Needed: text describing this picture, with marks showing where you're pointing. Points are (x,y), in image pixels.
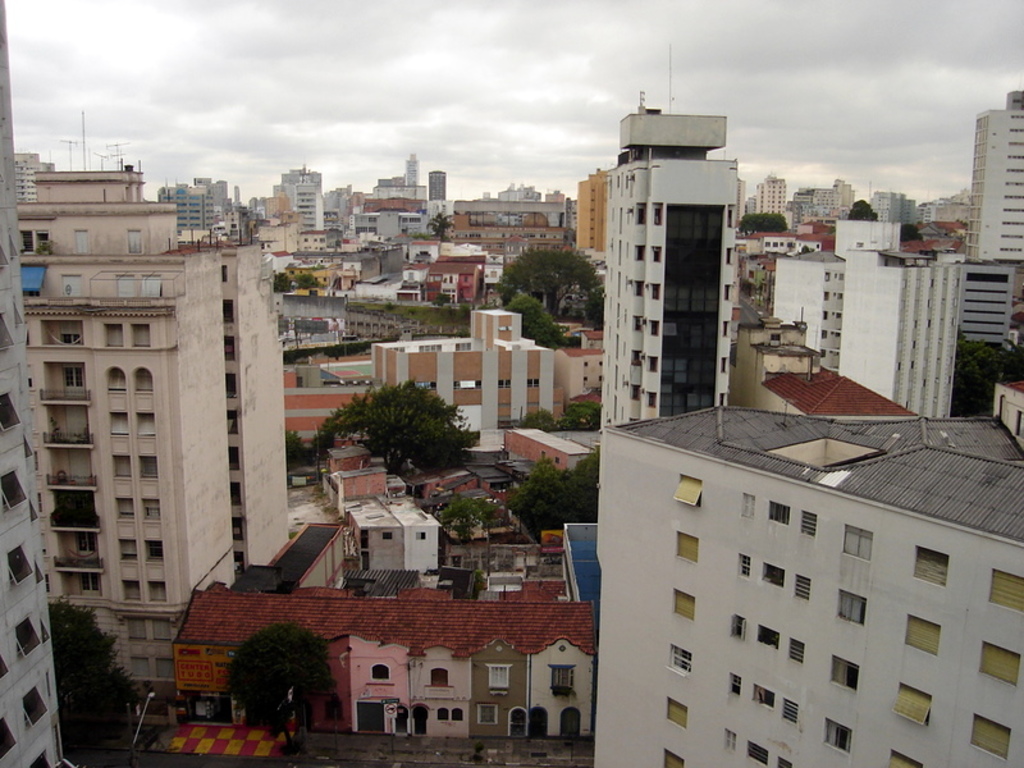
There are buildings (491,392) and trees (541,523).
